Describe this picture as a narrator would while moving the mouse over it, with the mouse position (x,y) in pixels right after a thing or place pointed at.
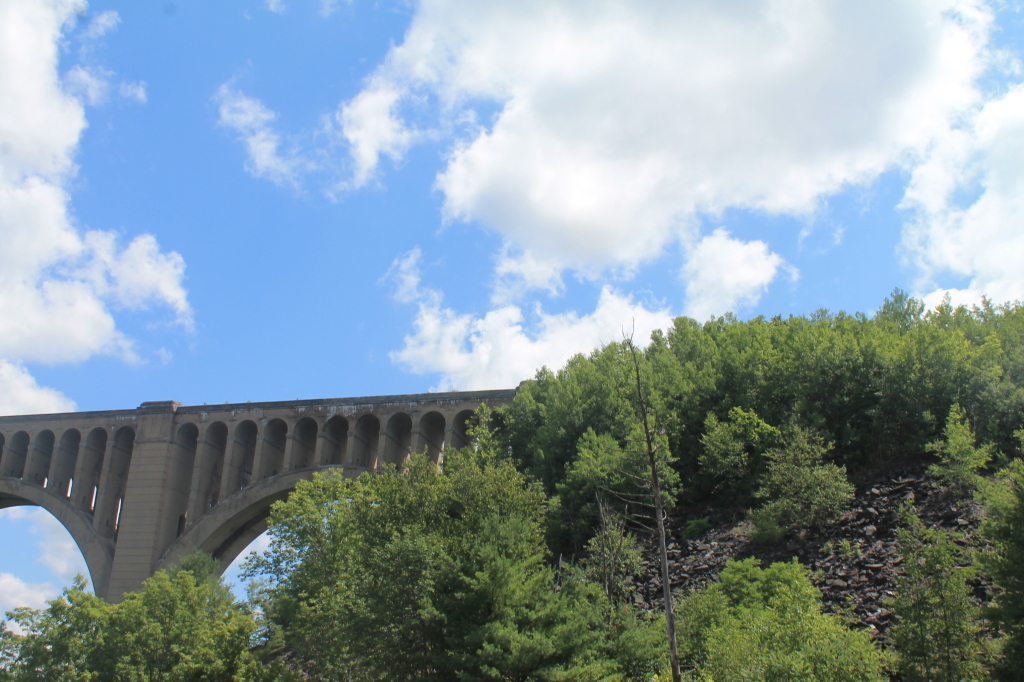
In the image there are trees (514,520) and behind the trees (396,544) there is a bridge (157,504).
